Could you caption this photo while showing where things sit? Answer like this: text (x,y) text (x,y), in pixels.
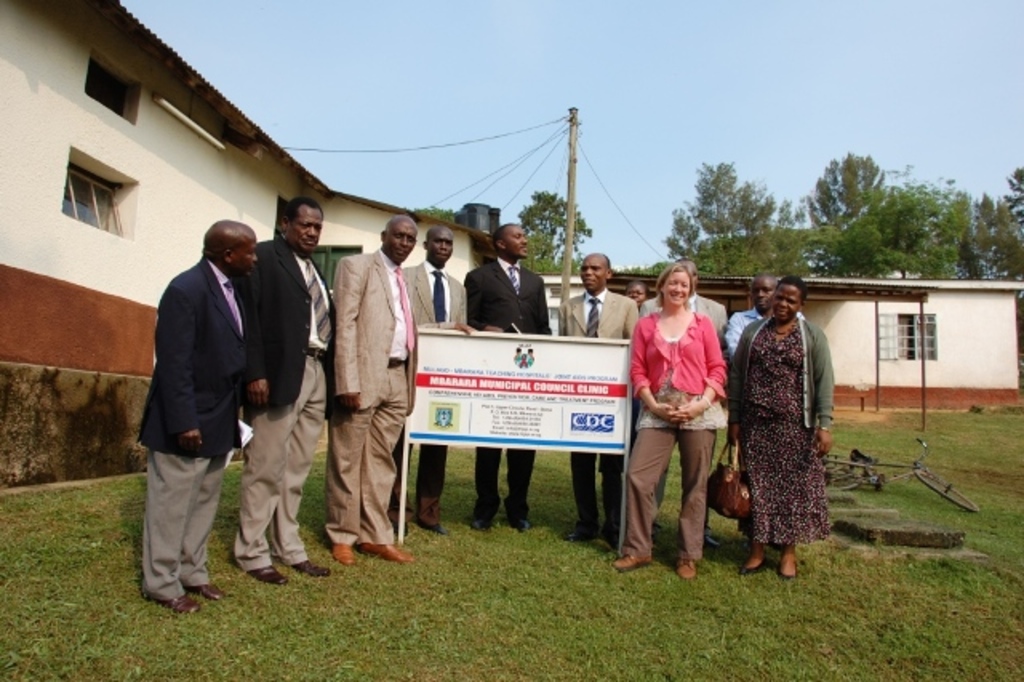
In this image we can see a group of people (641,548) standing on the ground (560,596) and a signboard (425,398) with some text (545,401) on it. We can also see some grass (764,590), a bicycle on the ground (968,526), some houses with windows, a tube light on a wall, some trees (865,274), poles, a pole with some wires (634,230) and the sky (806,174) which looks clear.
